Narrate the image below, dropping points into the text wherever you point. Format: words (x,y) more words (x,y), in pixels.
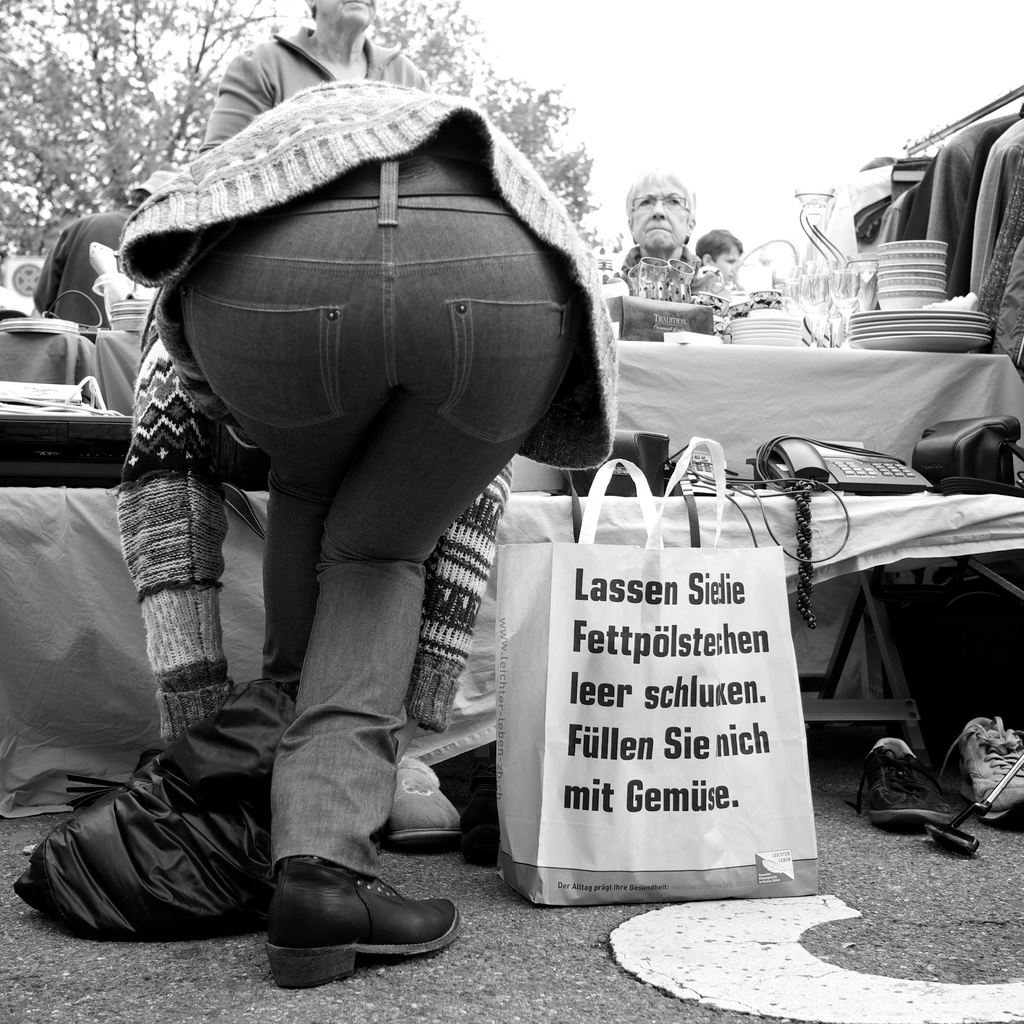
In this picture there is a person (469,353) who is bend over to the table (716,378). On the table (794,395) we can see telephone camera (844,483), bag (660,444) and some other material (36,439). On the bottom (787,931) there is a street (724,1002) or a road (732,934). Here we can see a bag (657,655). On the top (740,85) there is a sky (734,57) and a tree (130,52). There is an old woman (679,237) who is looking towards her.
